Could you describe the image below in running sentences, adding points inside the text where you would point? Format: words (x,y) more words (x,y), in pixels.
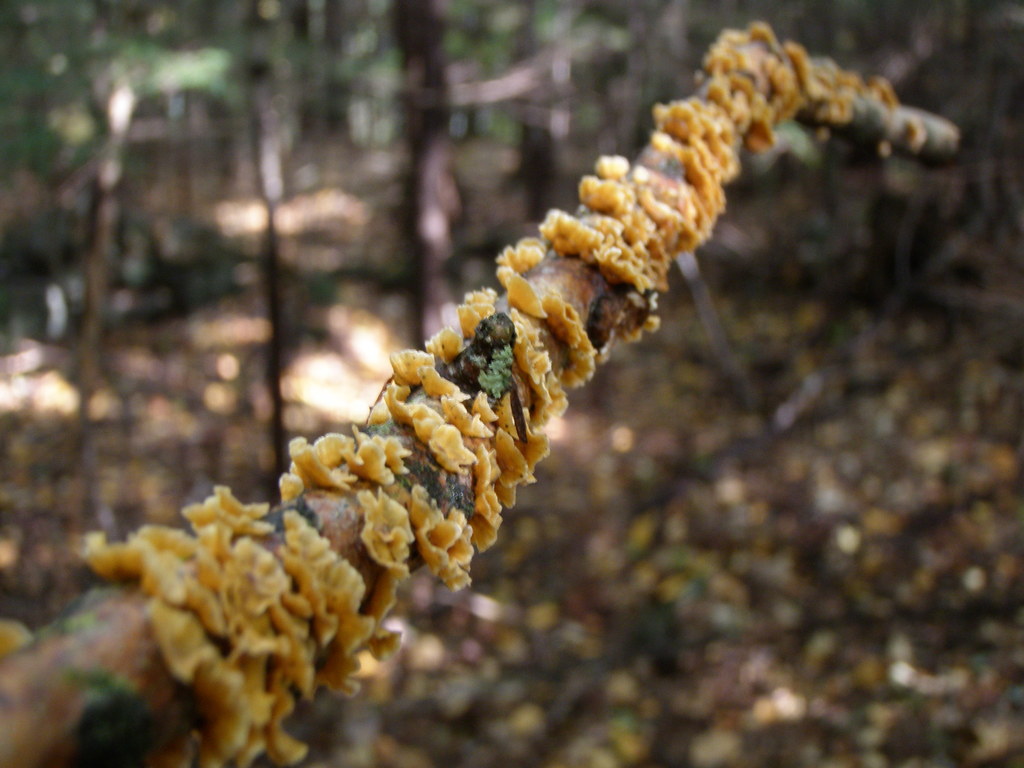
Here I can see a fungus (321,571) on a stick (337,526). This place is looking like a forest (175,411). The background (117,391) is blurred.
